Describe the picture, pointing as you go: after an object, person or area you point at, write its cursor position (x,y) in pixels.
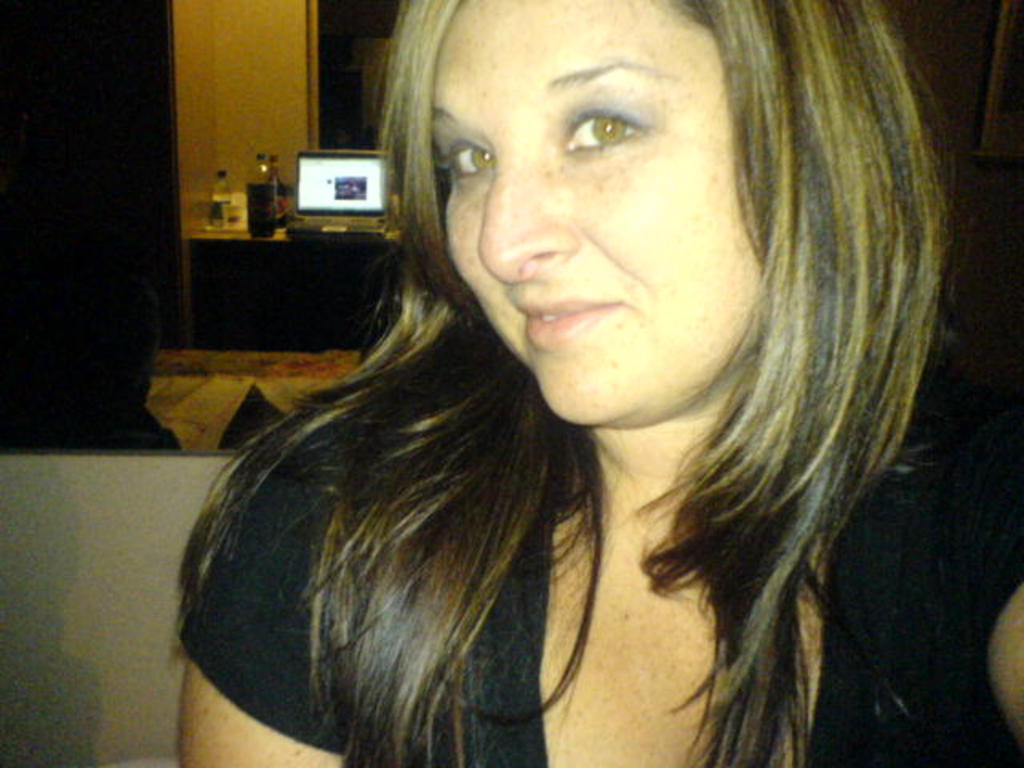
In this image there is a woman (699,454) in the middle (467,350). In the background (319,250) there is a table (344,239) on which there are bottles (251,183) and a laptop (305,199).
